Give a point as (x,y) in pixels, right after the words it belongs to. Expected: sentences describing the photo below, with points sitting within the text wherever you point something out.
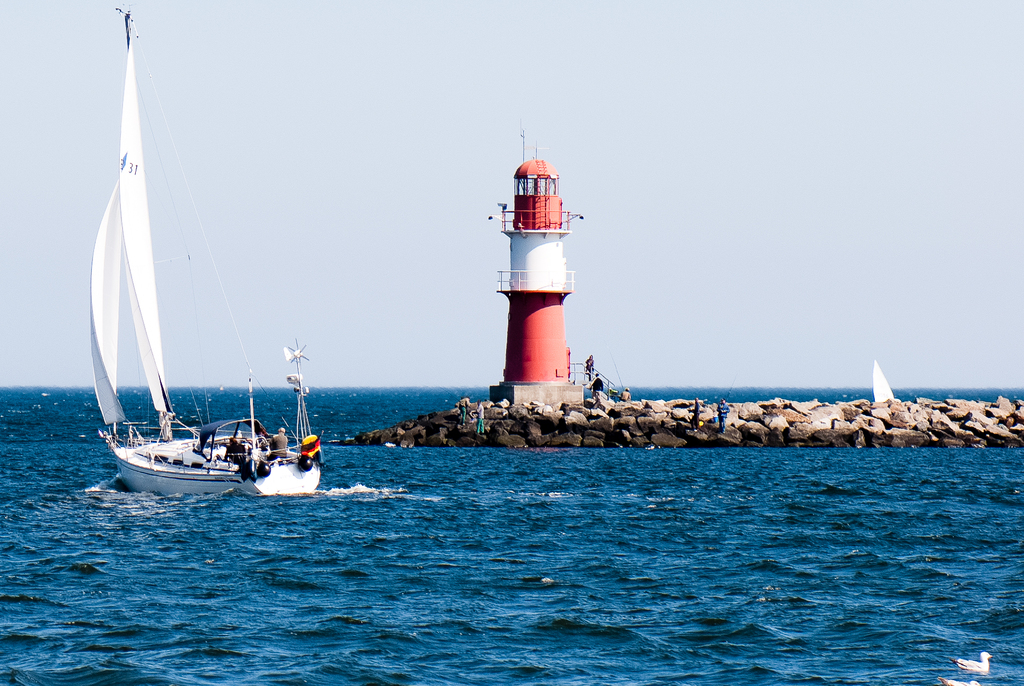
In this image I see a boat (212,466) over here on which there are 2 white clothes (119,247) and I see few persons (260,441) and I see the water (812,592) and I see the birds (972,664) over here which are of white in color and I see the stones (670,425) over here on which there are few people (601,388) and I see the lighthouse (552,179) over here and I see white color thing (878,388) over here. In the background (845,379) I see the sky (762,250).
